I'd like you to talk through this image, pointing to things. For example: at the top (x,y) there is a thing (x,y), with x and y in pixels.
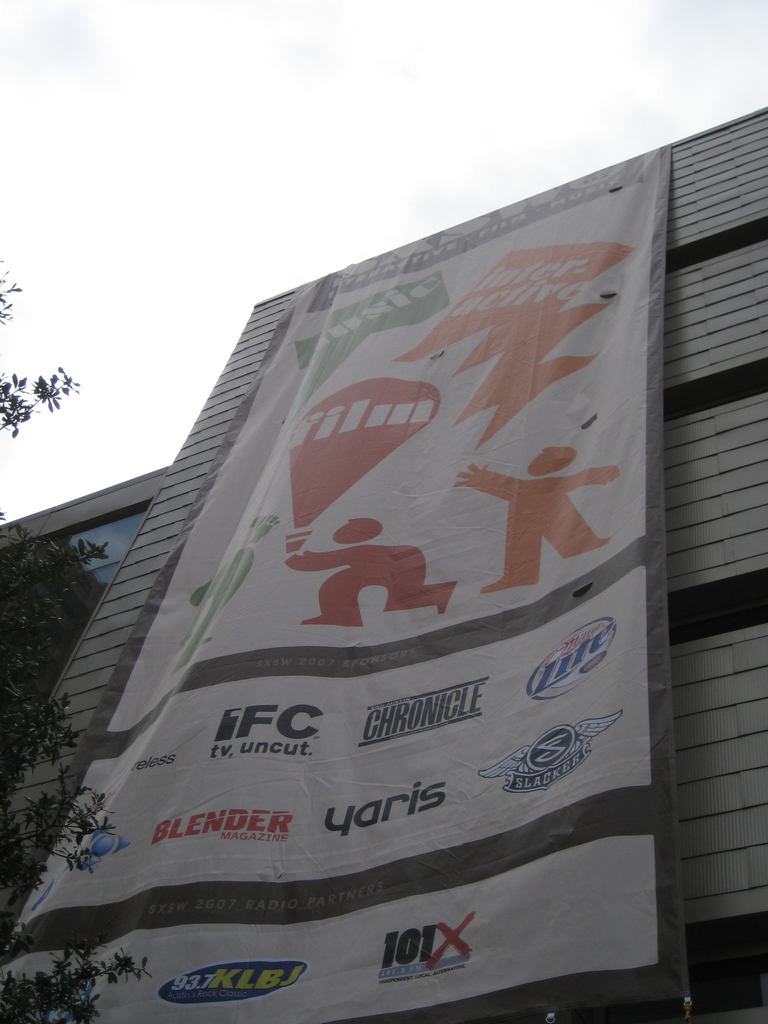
There is a poster (351,372) on a building (202,425) and a tree (34,654) in the foreground area of the image (333,598), there is the sky (170,408) in the background (402,163).
